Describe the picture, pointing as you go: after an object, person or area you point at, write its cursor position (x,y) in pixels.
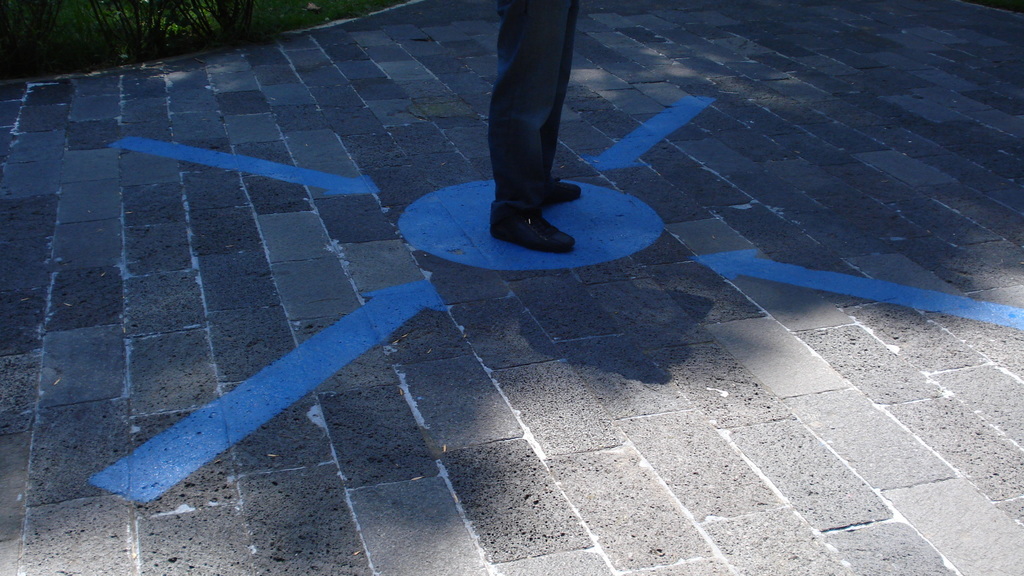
In this image we can see some plants (119,20) and grass (315,18) on the ground (195,62). There is one road (939,247) painted with blue color arrows (733,256) and circle (607,223). Person legs (536,195) with black shoes (547,226) on the circle (482,237).
